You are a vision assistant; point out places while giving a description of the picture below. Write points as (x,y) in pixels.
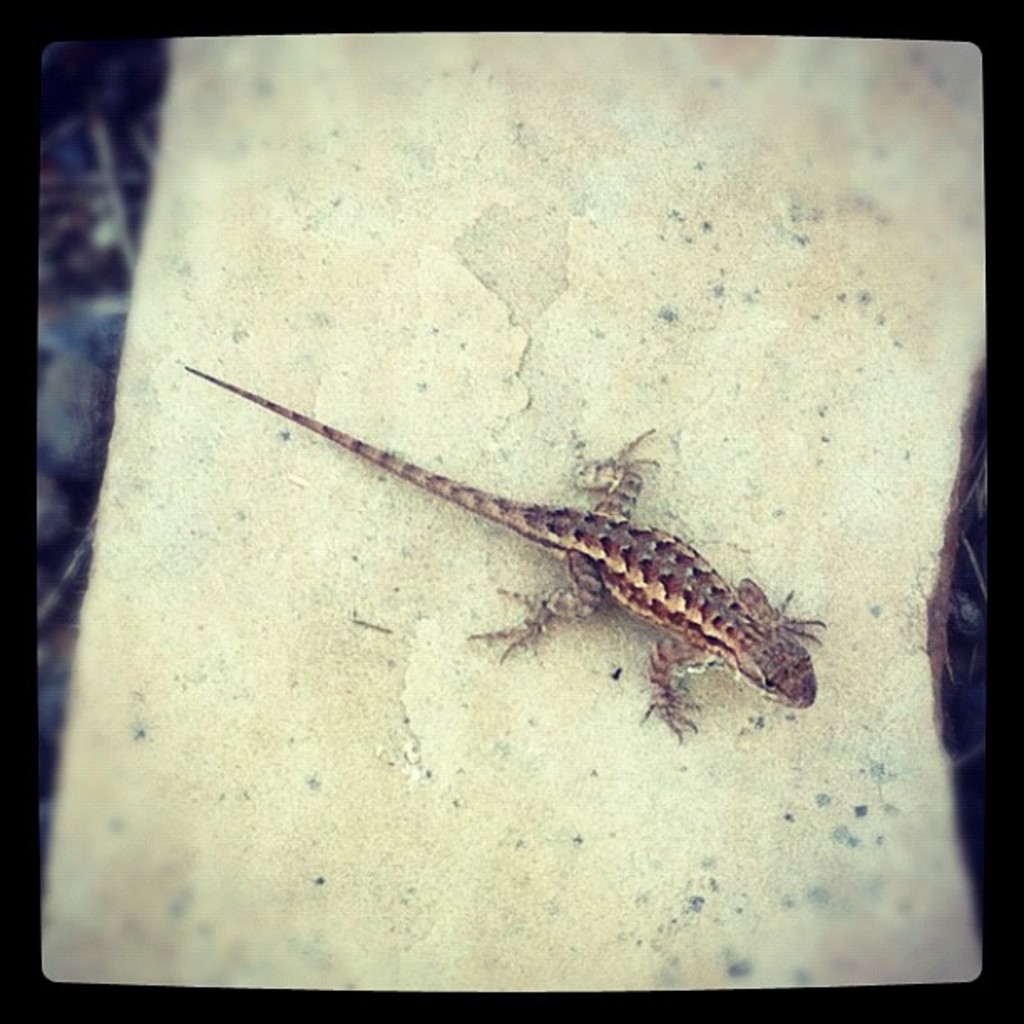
In this picture we can see a lizard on a surface (577,412) and in the background (67,287) it is blurry.
